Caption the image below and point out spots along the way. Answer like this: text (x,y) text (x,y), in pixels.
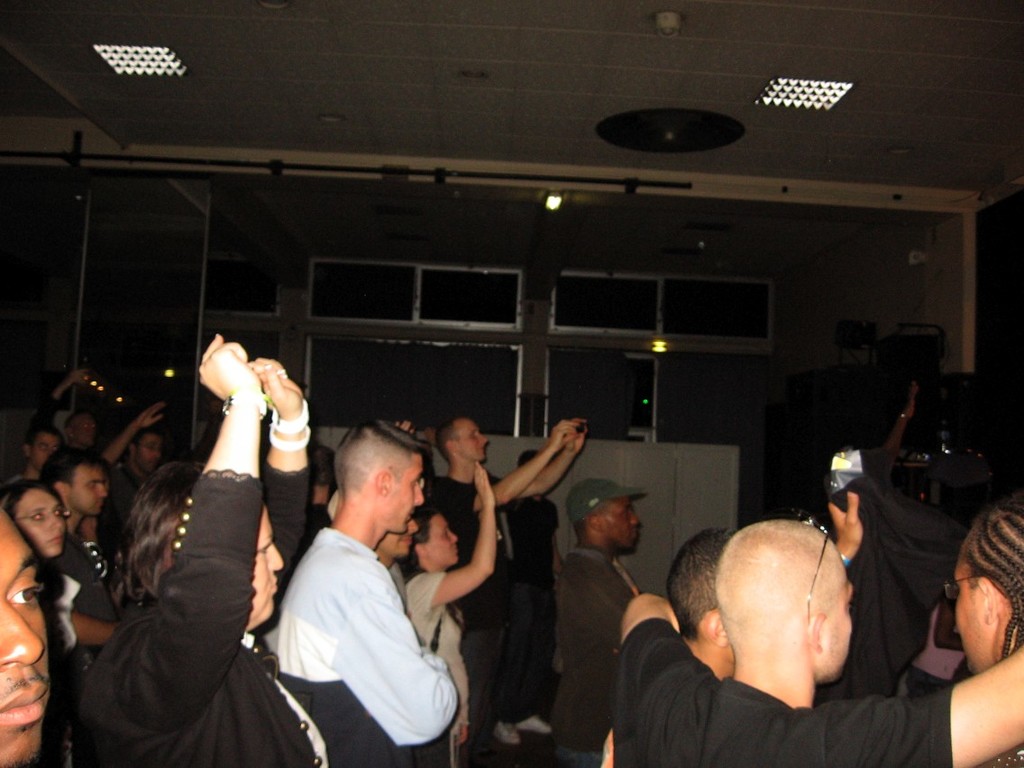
In this picture I can observe some people (329,477) standing on the floor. There are men (389,529) and women (230,501) in this picture. In the background (484,288) there are windows (470,295) and a wall (792,306).
